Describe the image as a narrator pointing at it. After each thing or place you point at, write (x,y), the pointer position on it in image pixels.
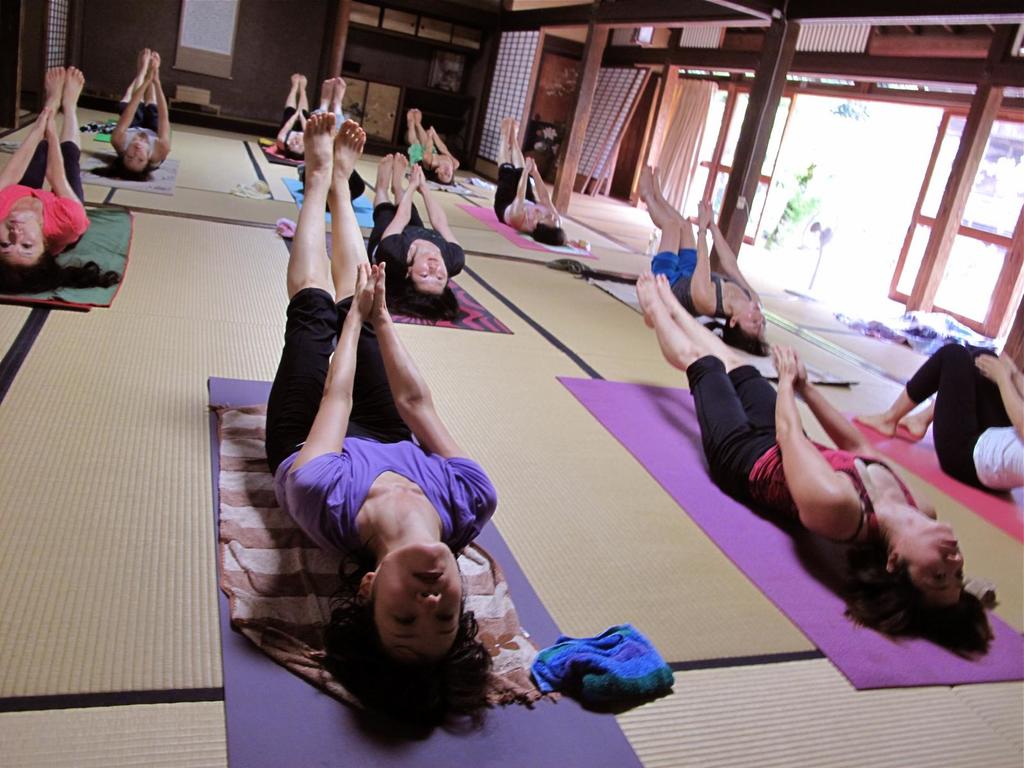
In this image we can see women (366,388) doing exercise on the floor (560,306). In the background (213,95) there is a wall (169,88), curtains (696,124), doors (611,156) and windows (930,213).
